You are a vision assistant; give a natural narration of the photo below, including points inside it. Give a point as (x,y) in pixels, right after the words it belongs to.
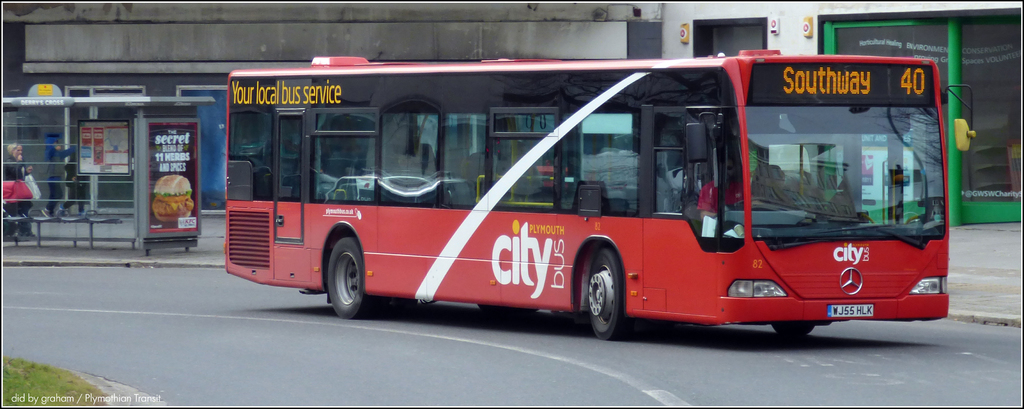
In this image we can see a person (729,197) sitting inside a bus (781,224) placed on the road (694,344). To the left side of the image (176,176) we can see a hoarding (167,185) with some text (181,157) and a photo (181,199) on it. One woman (24,174) is carrying a bag (22,189) and one person (55,177) is standing on the path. In the background of the image (213,176) we can see a building (820,36) with windows (760,40) and door (709,27).
